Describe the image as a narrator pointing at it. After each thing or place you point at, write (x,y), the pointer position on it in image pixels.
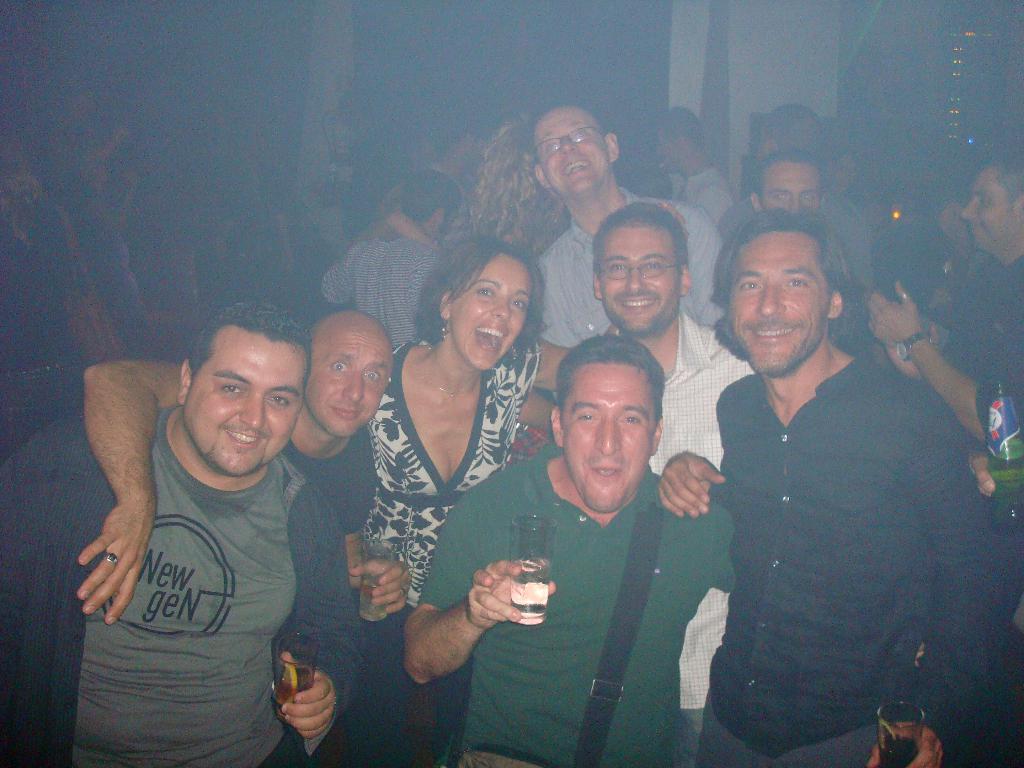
In the middle (509,347) a beautiful woman (505,455) is standing, she wore a black and white dress (421,466) and smiling and beside her few men (608,519) are standing and holding the glasses (362,591) in their hands (397,572).
